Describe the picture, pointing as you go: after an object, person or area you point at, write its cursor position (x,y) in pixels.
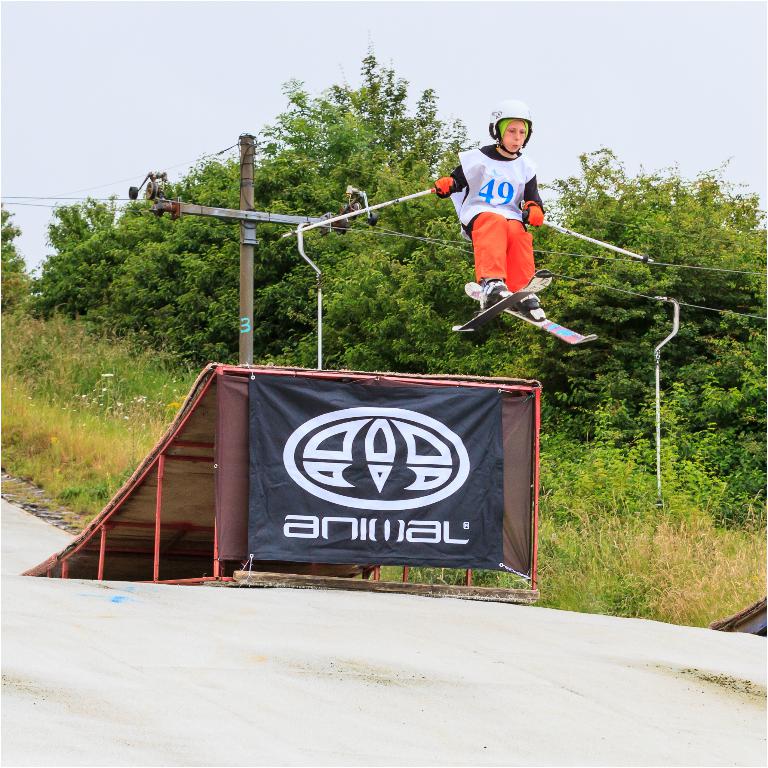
On the right side (513,160), there is a boy (518,144) in white color jacket (497,165), holding two sticks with both hands (442,189), wearing skis (506,305) and helmets (518,114) and jumping. Beside him, there is a platform (400,425) on the slope (457,697). In the background (351,151), there is a pole (243,321) having electric lines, plants (94,334), trees (754,471) and there is sky (644,52).
